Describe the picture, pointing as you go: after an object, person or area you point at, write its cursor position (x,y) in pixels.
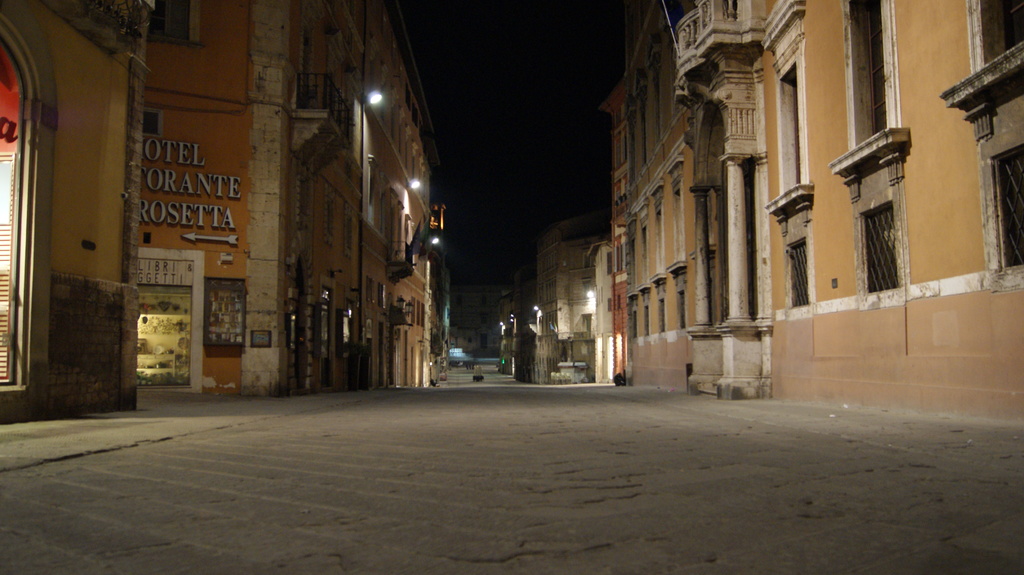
This image is clicked outside. There are buildings (909,289) on the left side (229,324) and right side (741,261). There are lights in the middle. On the left side (186,309) it looks like a store (154,268).
